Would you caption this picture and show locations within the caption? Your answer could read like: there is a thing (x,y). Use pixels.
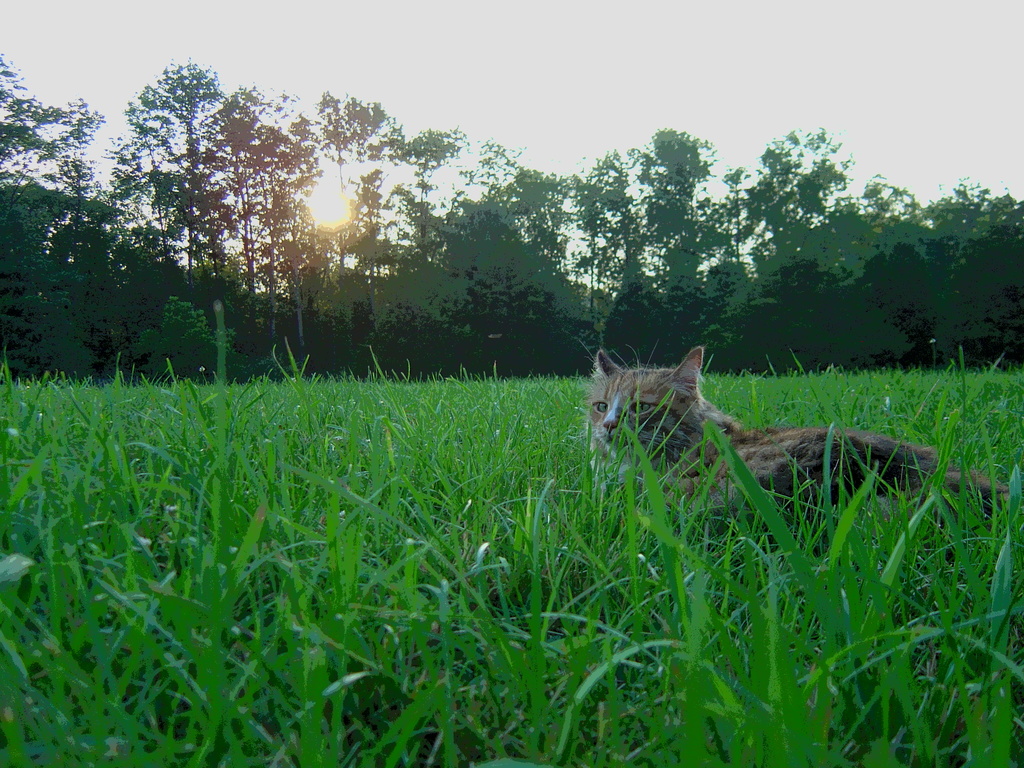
On the right (693,354) there is a cat (685,435) lying on the grass (425,495) and looking at something. In the background (460,168) there are trees (419,208) and sky (641,114).
